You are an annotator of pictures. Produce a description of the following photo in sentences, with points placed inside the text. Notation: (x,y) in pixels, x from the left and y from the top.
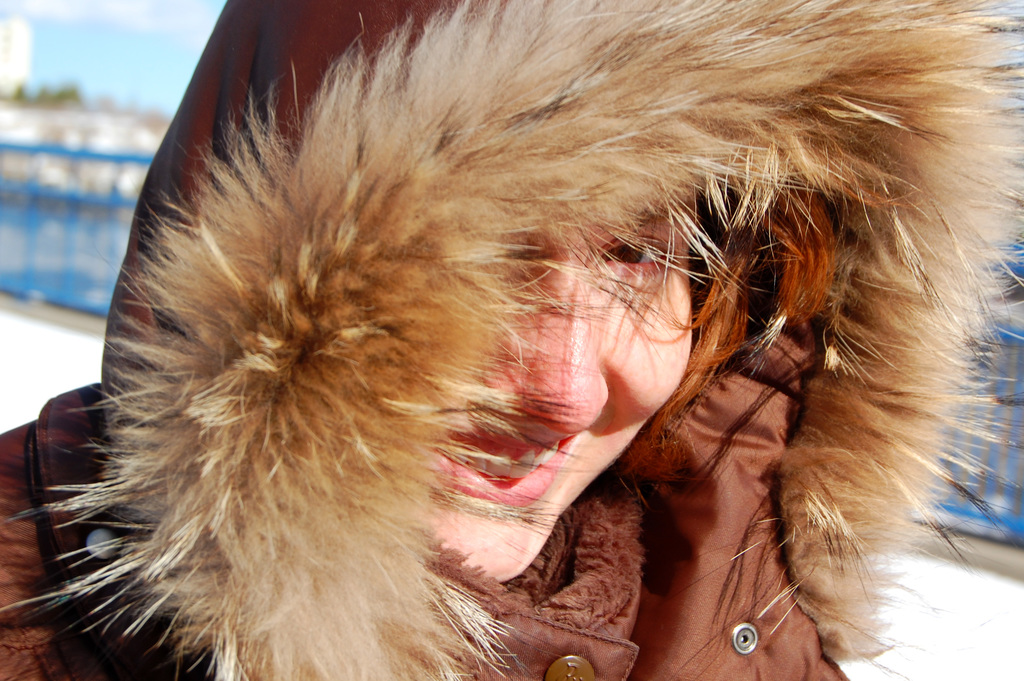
In this picture we can see a woman (624,526), she is smiling and in the background (66,290) we can see a fence (65,303), trees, sky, some objects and it is blurry.
